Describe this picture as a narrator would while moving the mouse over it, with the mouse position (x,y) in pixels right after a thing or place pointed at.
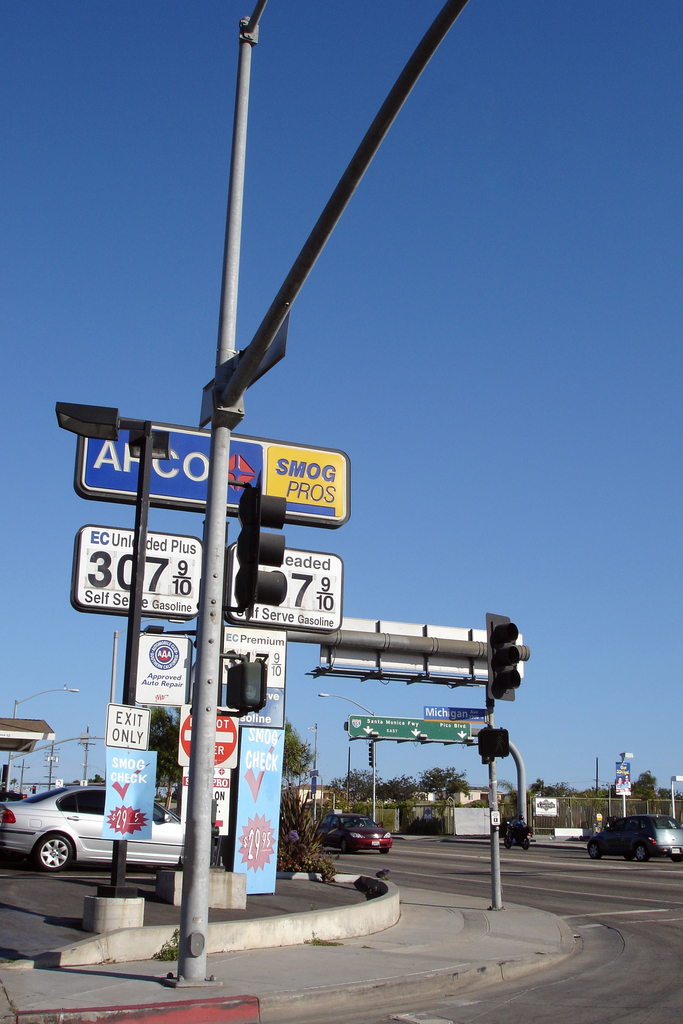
In this image I can see few trees (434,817), poles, traffic signals (498,675), sign boards (219,730), boards (138,686), net fencing (570,801), light poles (74,690) and few vehicles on the road (627,882). The sky (405,463) is in blue color.
